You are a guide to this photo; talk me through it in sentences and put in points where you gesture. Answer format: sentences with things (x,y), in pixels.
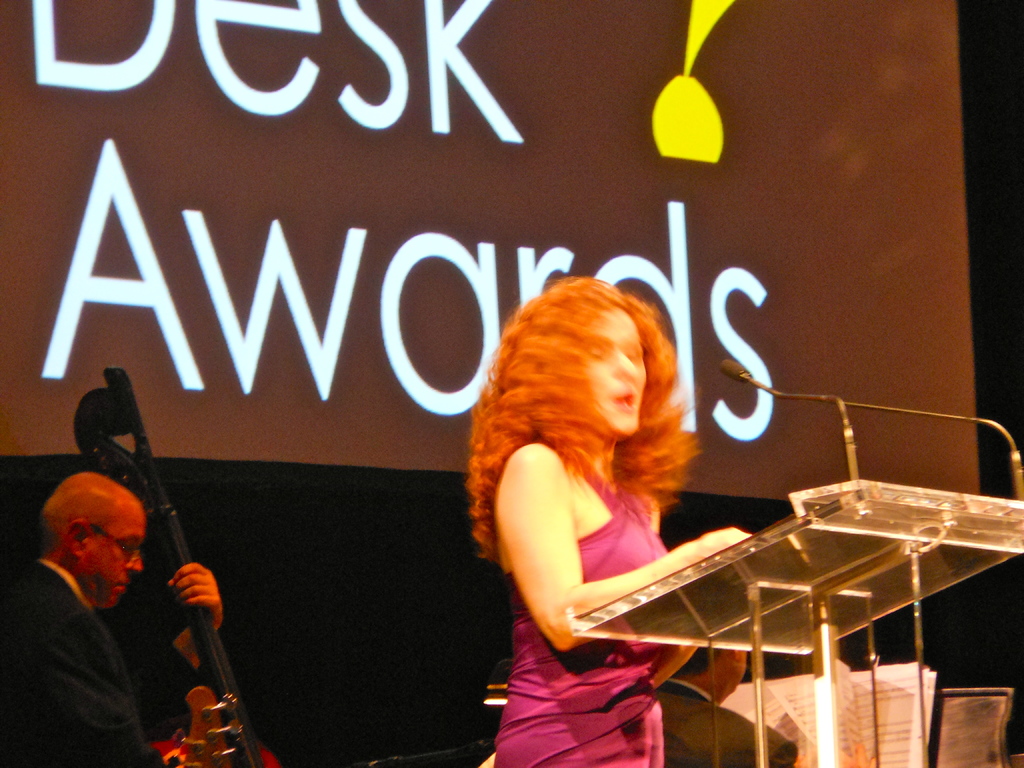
In this image, we can see a woman (548,528) standing, there is a microphone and we can see the podium (843,564), there is a man (110,637) playing a musical instrument (232,708), in the background (290,215) we can see a poster (408,199).
